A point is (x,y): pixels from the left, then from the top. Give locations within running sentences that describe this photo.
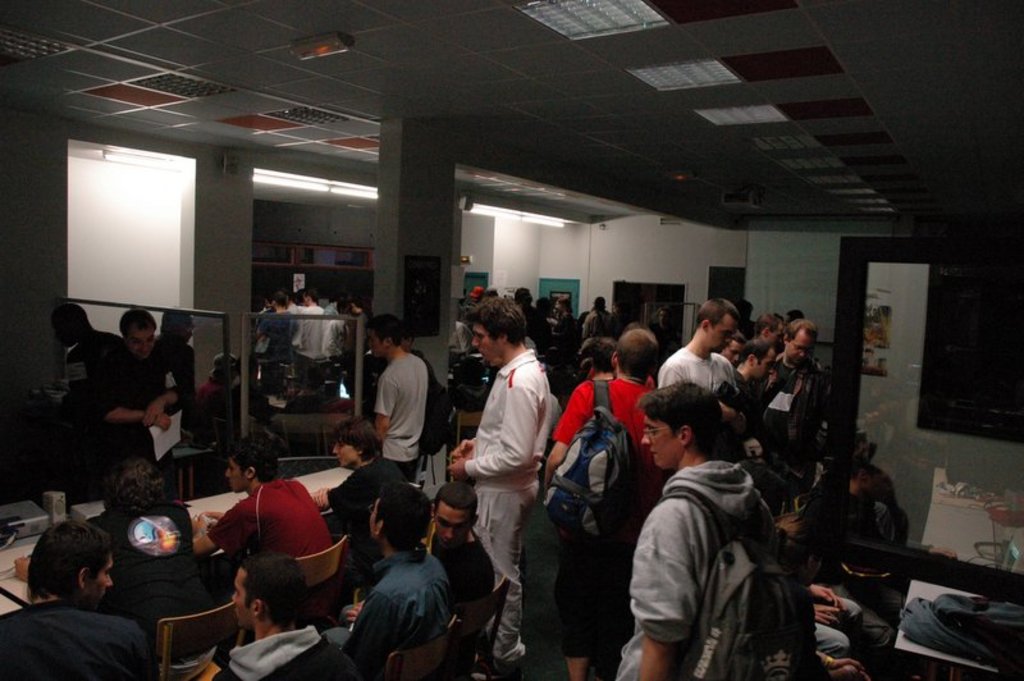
The picture is taken in a room (191,191). In the center of the picture (625,363) there are people (276,517). On the right (755,398) there are tables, chairs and people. In the center of the background (598,255) there are people (298,307), lights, doors (569,288) and wall (601,285). At the top (259,91) there are lights (170,91) to the ceiling (503,23).
